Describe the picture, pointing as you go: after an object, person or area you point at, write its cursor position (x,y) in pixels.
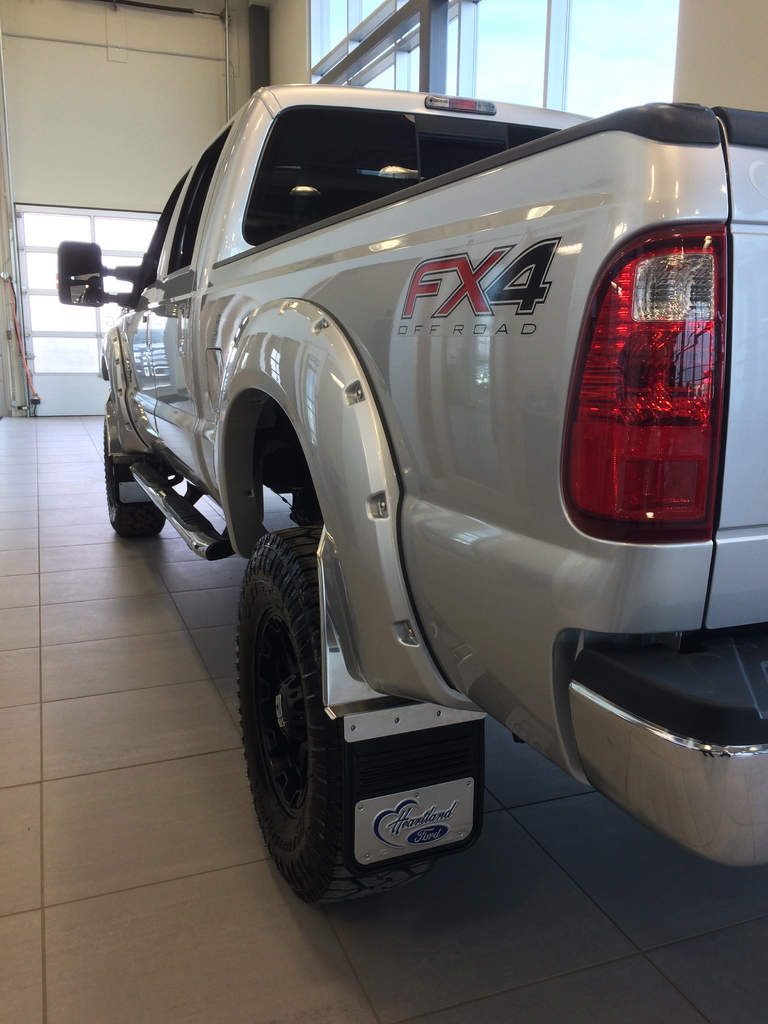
In this image I see a vehicle (306,272) over here which is of silver in color and I see something is written over here and I see the floor (492,942). In the background (32,21) I see the wall (114,173) and the windows (135,240).
